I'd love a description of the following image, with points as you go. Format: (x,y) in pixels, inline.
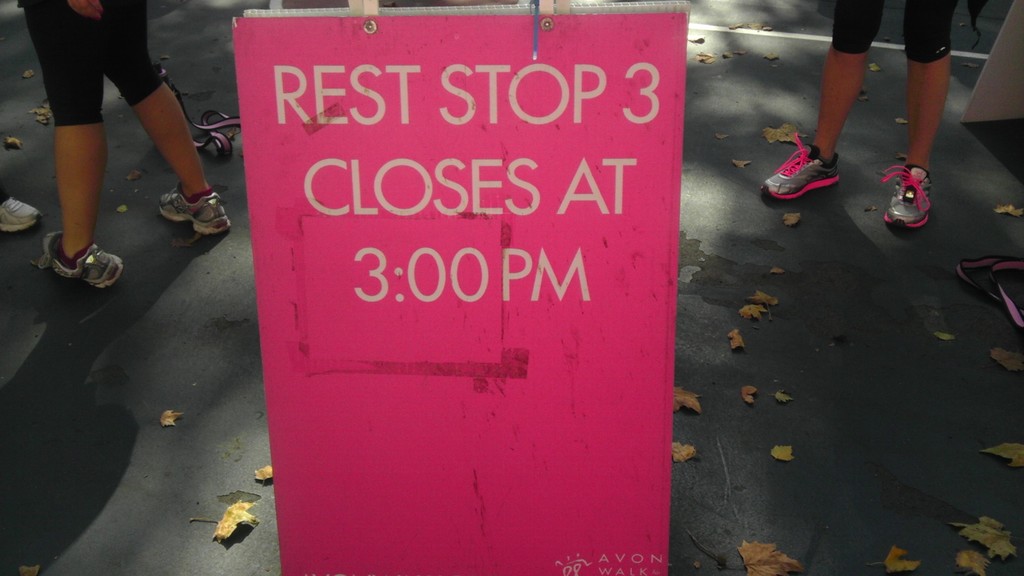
In the middle (477,381) it's a board (524,365) which is in pink color, in the left side (70,249) there is a human (75,181) standing, this person (123,52) wore a black color short (121,71). In the right side (854,91) there is another human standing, this person (842,59) wore a pink color shoes (906,192).
